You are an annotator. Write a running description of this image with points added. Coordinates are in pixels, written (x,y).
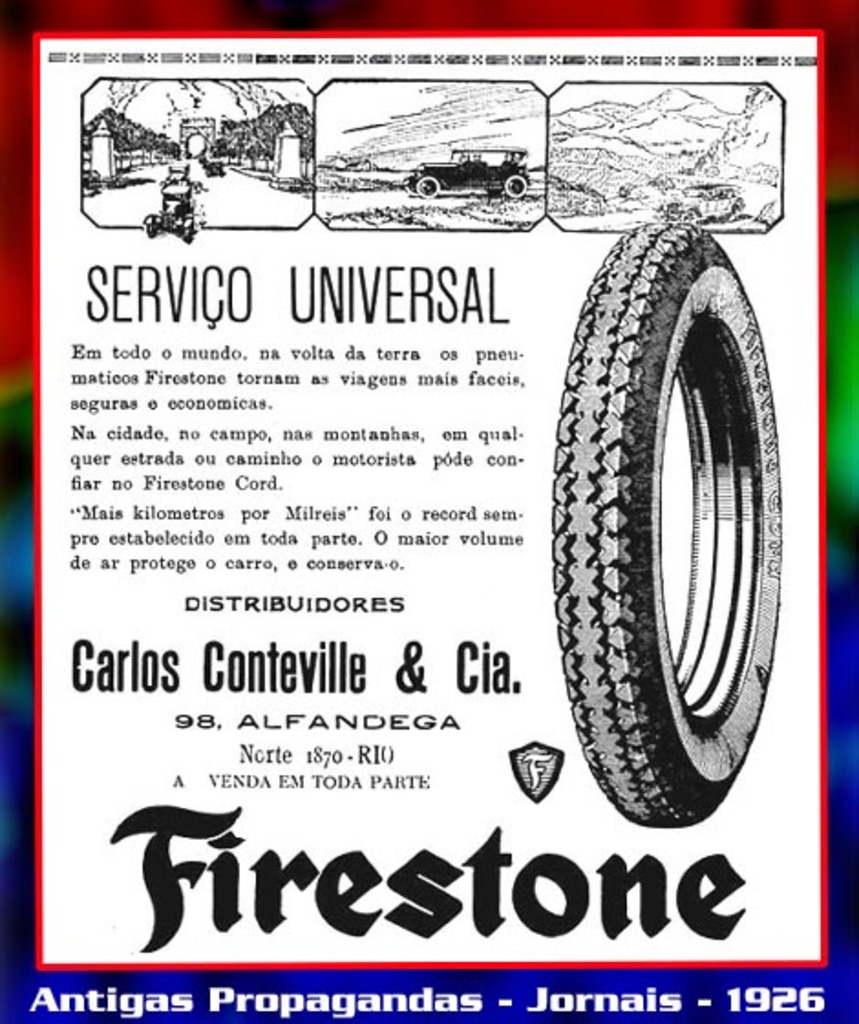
In this image we can see a poster (469,799). On the poster (536,789) there is some text (154,535). Also there are images of vehicles (474,185), tire (576,693), hills (646,140) and some other things.
